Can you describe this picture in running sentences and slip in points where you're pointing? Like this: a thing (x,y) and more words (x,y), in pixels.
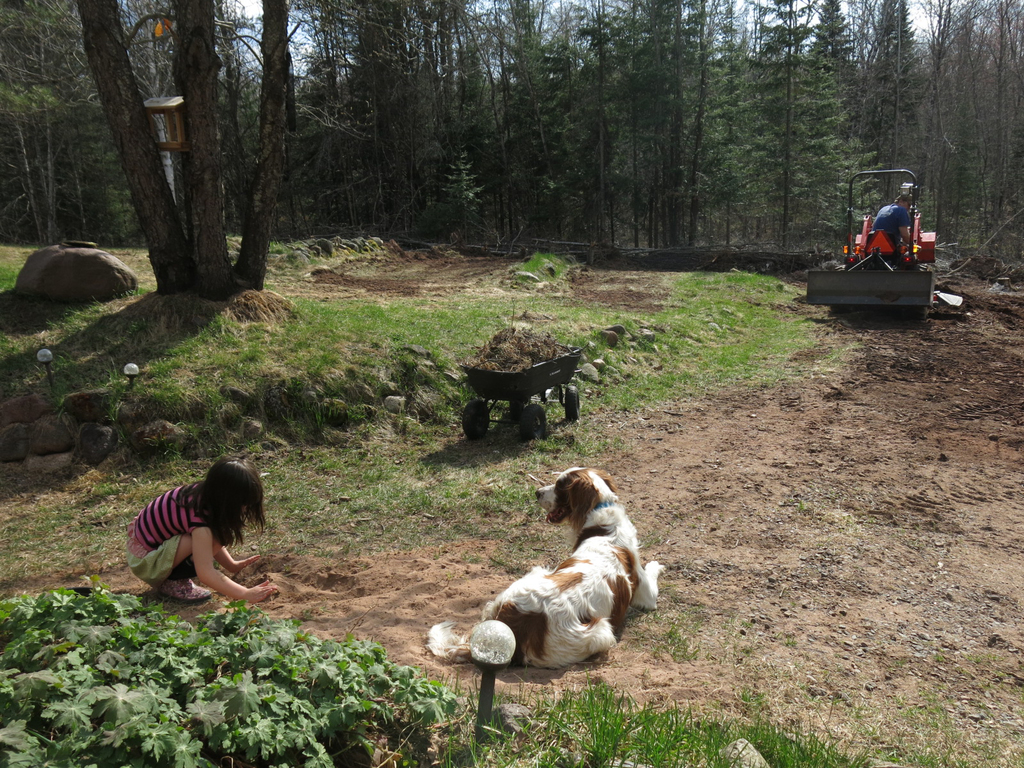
In the image at the bottom (705,605) there is ground (672,581) with dog (598,512) is lying and also there is a kid (177,560) sitting. And there are plants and grass (186,362). In the background (240,132) there are trees (824,211) and there is a man (899,201) sitting in the machine (901,245).
